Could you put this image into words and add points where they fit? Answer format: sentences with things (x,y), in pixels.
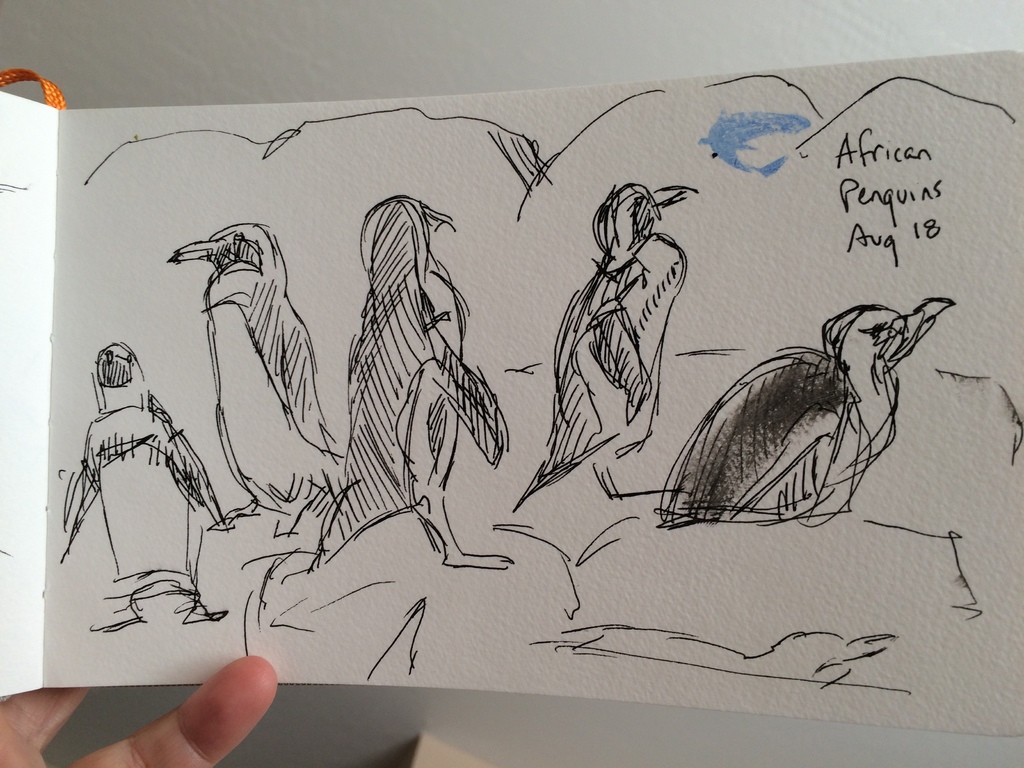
In this image I can see the sketch (908,229) of the animals (907,343) on the white color paper (303,240). The person (13,756) is holding the paper (313,586). Background (231,60) is in white color.
